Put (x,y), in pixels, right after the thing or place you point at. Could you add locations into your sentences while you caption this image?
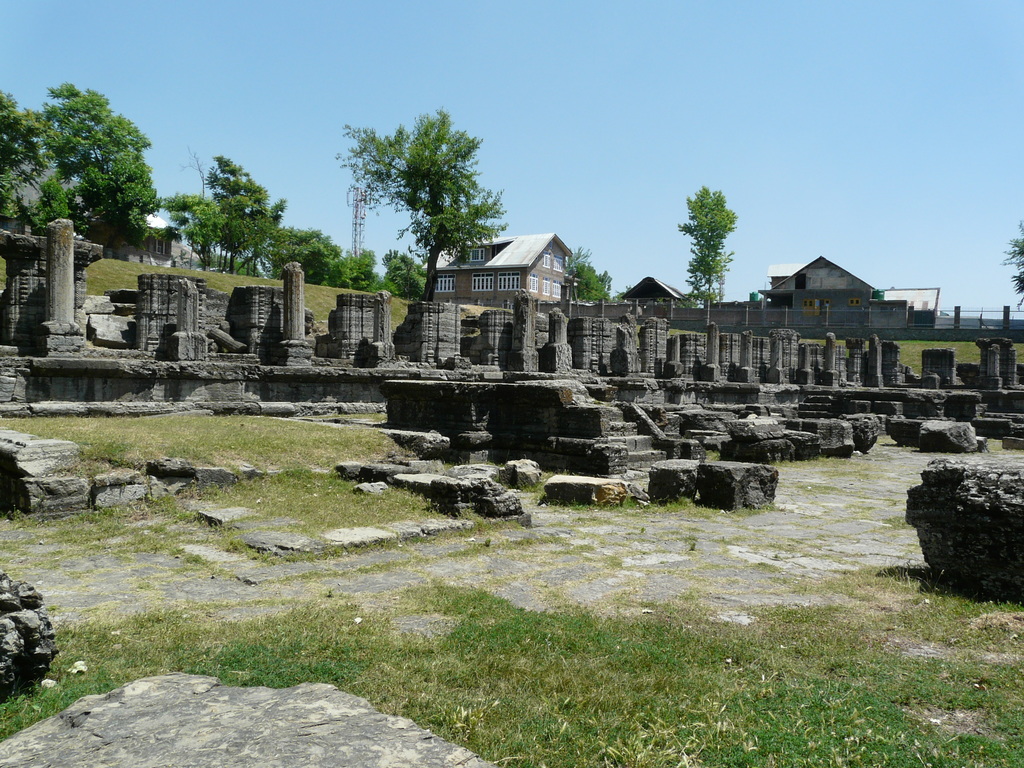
In this image I can see grass (709,742), stones (780,598), pillars (350,345), monuments (454,393), trees (391,260), houses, towers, windows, fence (586,306) and the sky (556,199). This image is taken may be during a day.
